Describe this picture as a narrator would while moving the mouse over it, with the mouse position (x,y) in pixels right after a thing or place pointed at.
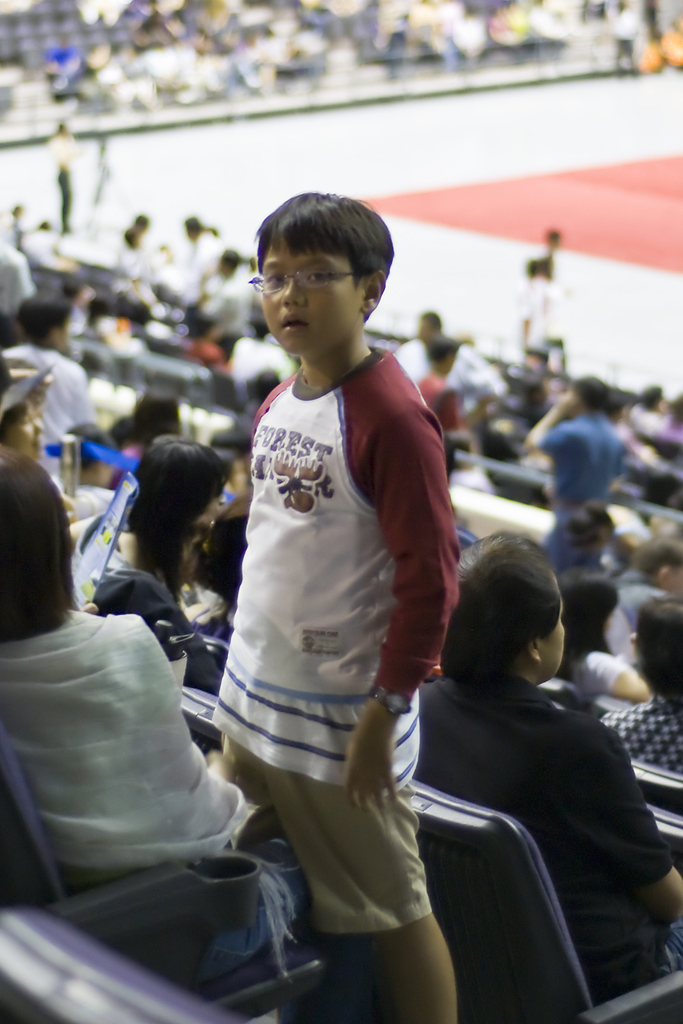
In the center of the image (410,584) we can see a boy (415,631) standing. There are bleachers (14,32) and we can see crowd (257,390) sitting and some of them are standing.
